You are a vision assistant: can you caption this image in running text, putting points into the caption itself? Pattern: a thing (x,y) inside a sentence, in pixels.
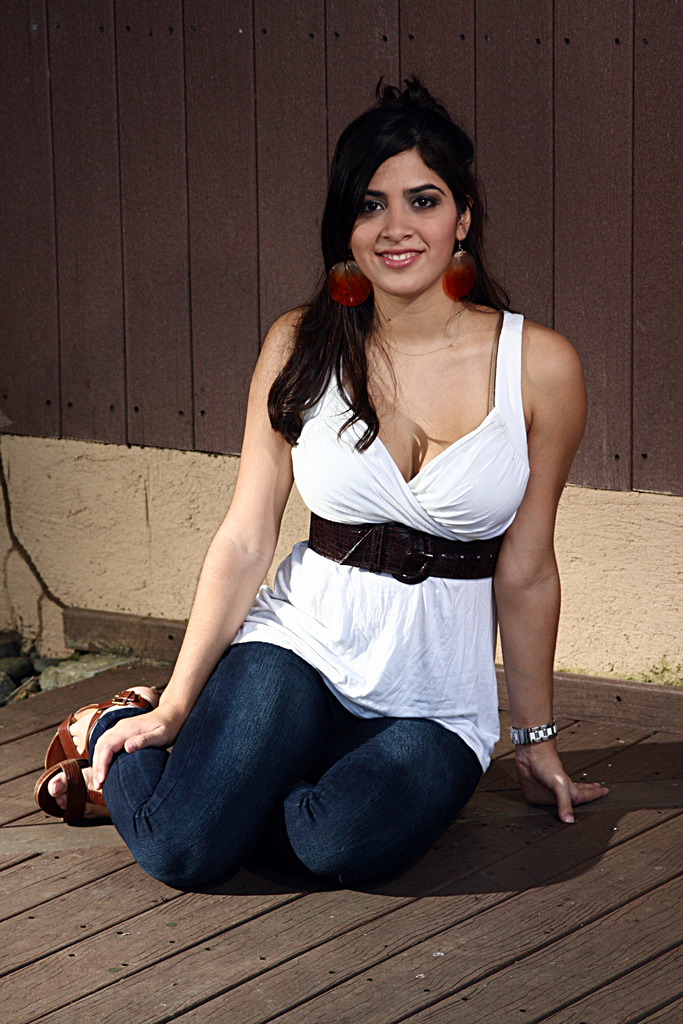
In this image there is a girl (402,278) sat on the wooden floor (318,970) with a smile on her face (421,179), behind the girl (434,213) there is a wooden wall (295,228).
